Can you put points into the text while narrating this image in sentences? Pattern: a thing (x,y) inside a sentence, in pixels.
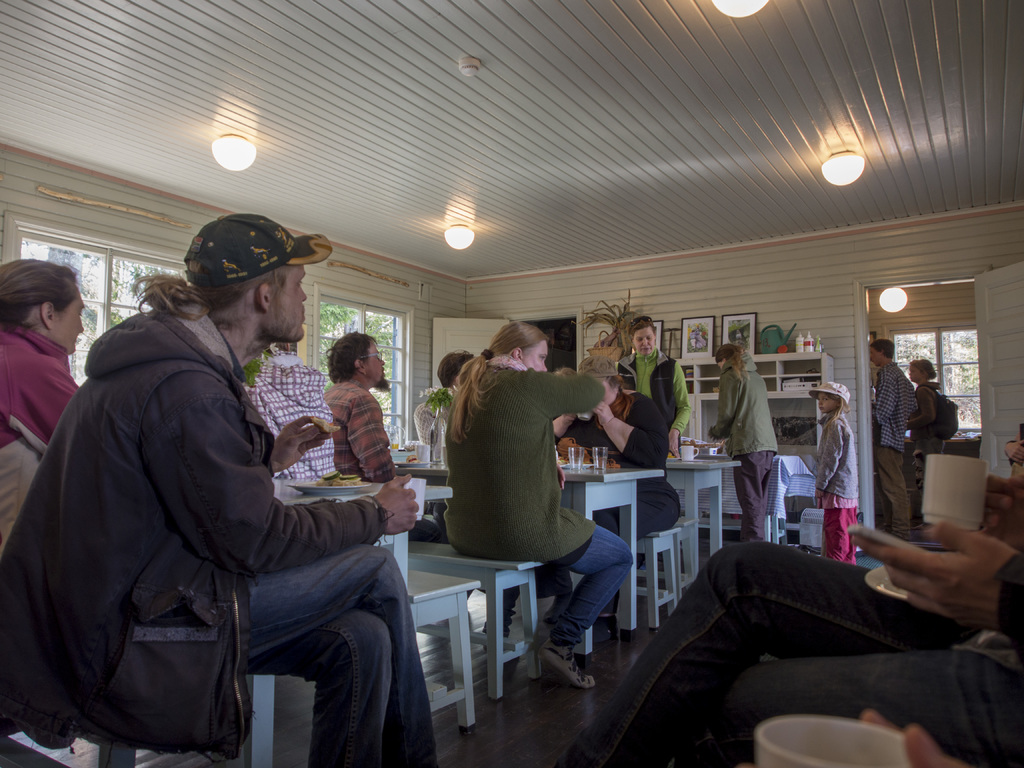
There are group of persons (288,411) sitting on a white bench (469,577) and there are some eatables (348,482) in front of them.
